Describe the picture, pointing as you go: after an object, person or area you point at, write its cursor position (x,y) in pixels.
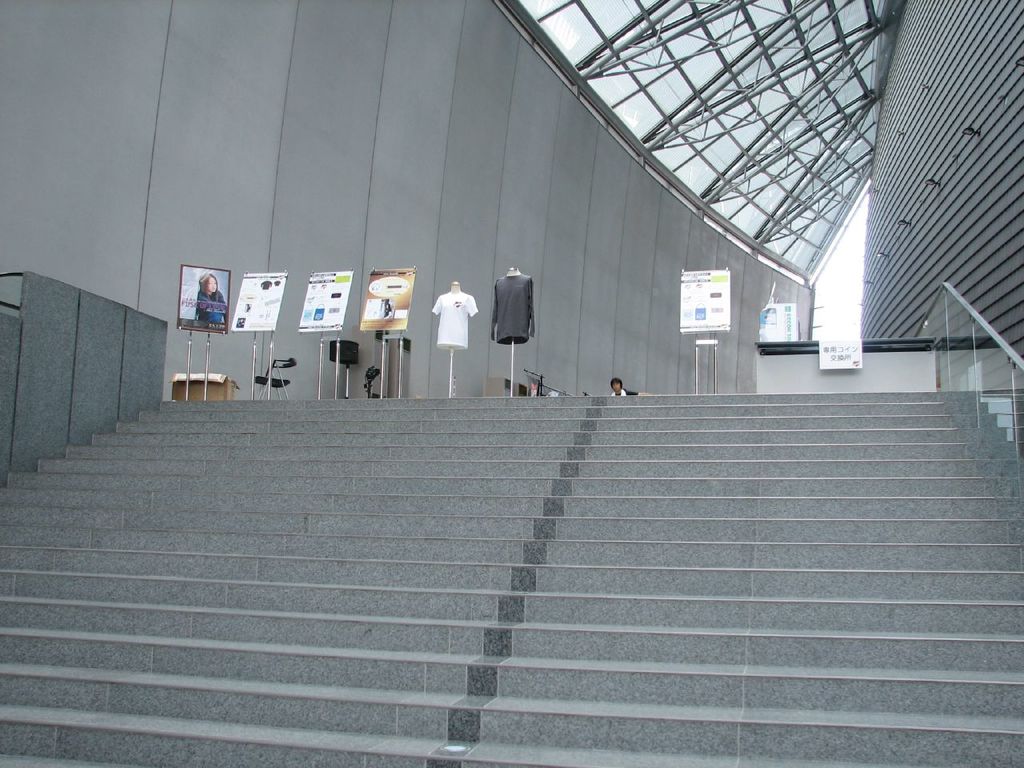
In this image I can see stairs (468,484), few boards (399,318), few clothes (437,312) and over there I can see a person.
